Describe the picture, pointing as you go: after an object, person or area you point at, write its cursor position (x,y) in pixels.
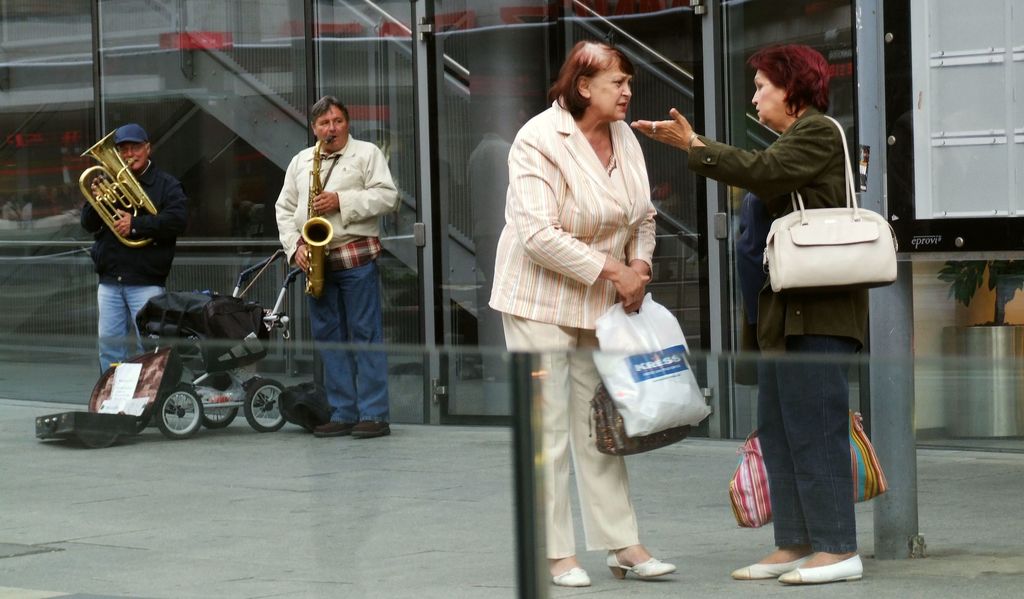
As we can see in the image there is a building (455,140), four people (539,246) standing over here, two of them are holding musical instrument (314,168) and this woman (773,322) is holding handbag (810,276).
